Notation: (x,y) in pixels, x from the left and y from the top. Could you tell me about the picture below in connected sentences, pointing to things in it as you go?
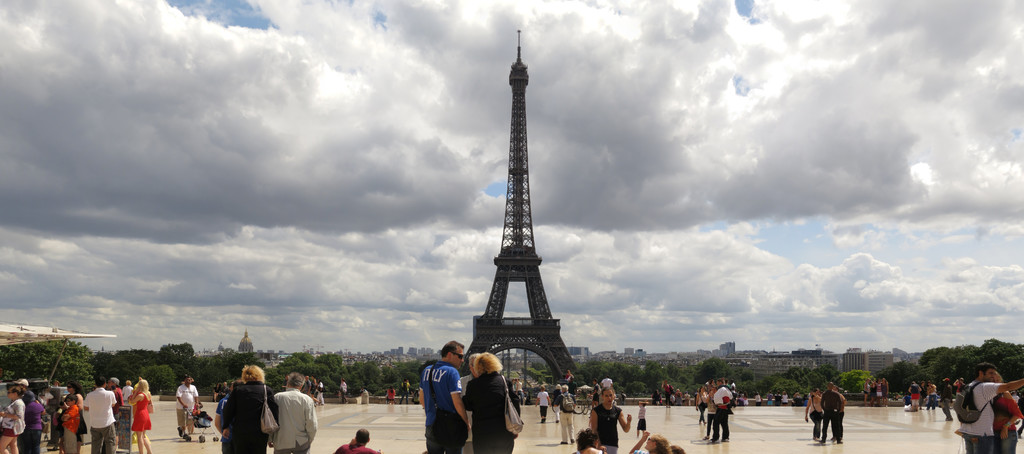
In this image I can see people (184,407) are standing. In the background (600,355) I can see trees (549,370), buildings (383,358), trees (305,363), a tower (556,334) and the sky (651,206).
